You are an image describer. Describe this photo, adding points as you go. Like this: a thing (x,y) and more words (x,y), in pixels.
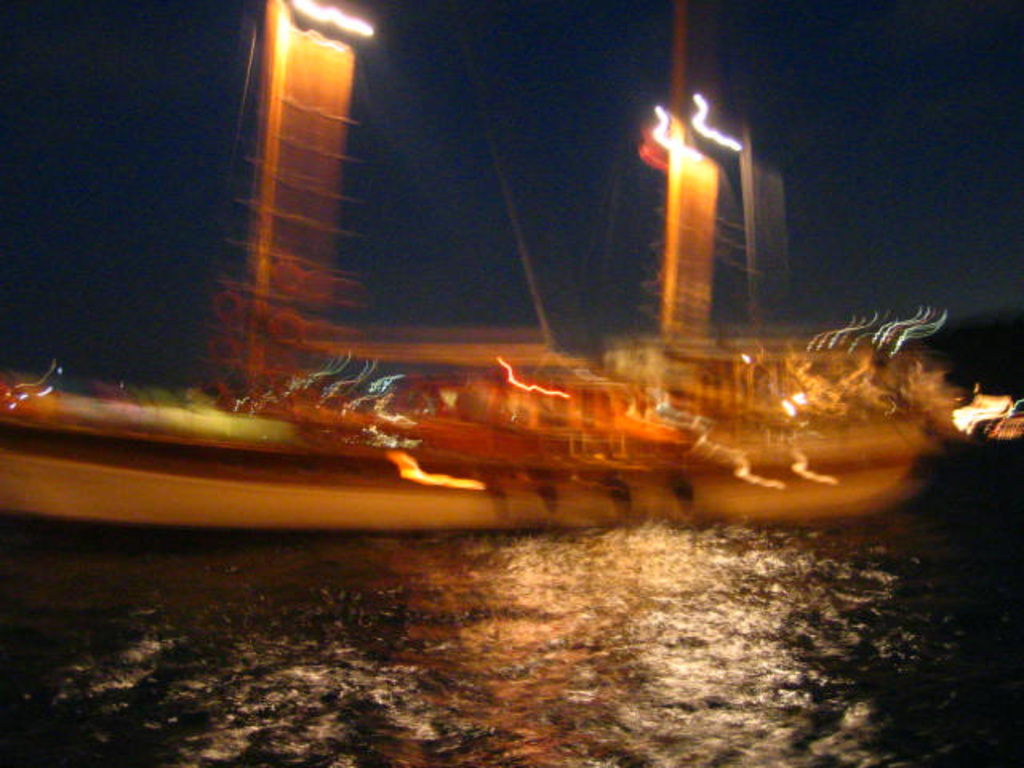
In this image there is a boat (629,411) sailing on a river (627,649).
